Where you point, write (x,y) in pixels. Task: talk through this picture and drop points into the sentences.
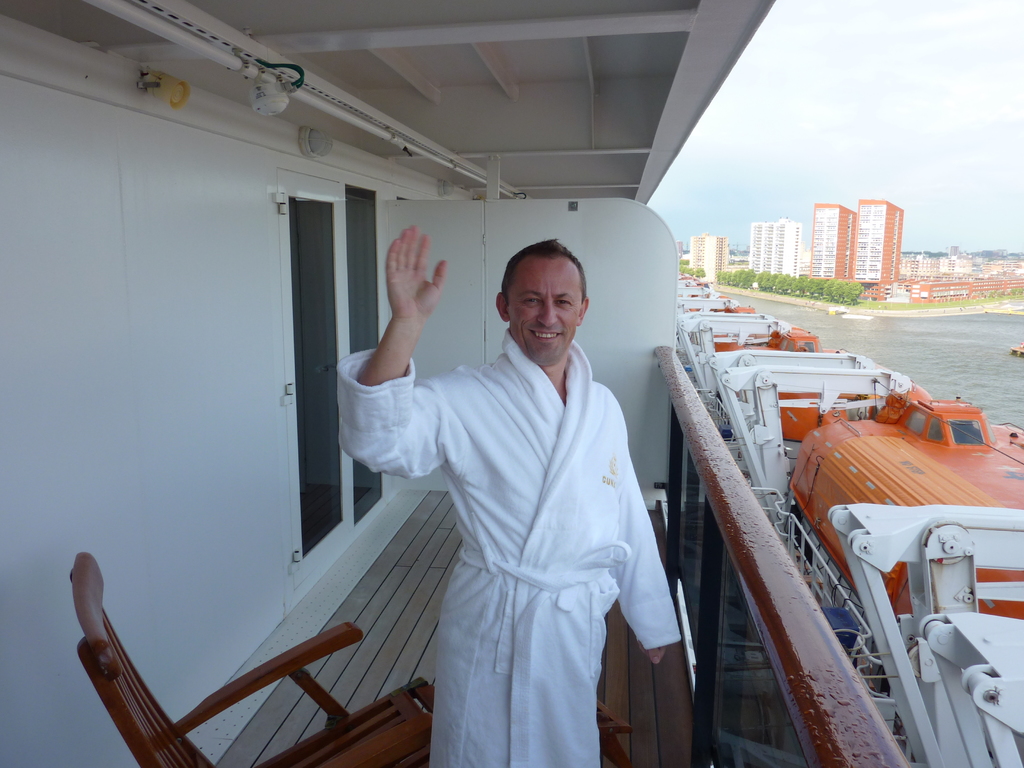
In this image i can see a man (579,483) standing. In the background (843,273) i can see buildings (796,261), trees (846,292), water (931,364) and few boats (879,440) and the sky (897,137).
